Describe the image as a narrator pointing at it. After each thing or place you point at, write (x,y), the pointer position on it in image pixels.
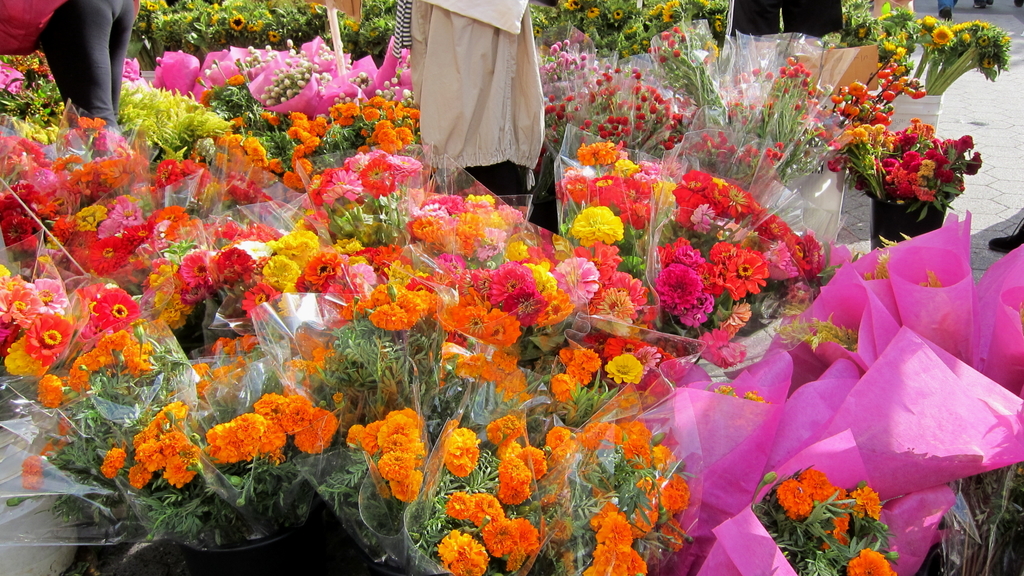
These are flowers (547,253).
